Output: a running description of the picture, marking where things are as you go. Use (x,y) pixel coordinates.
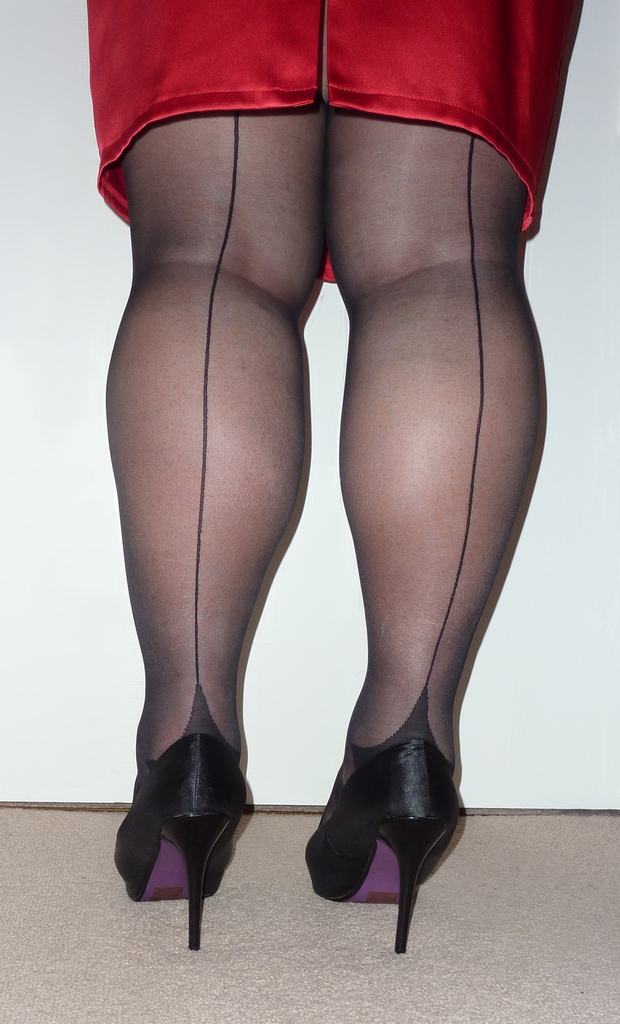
In this image the legs (262,396) of the person (355,373) is visible in the center (356,449).
